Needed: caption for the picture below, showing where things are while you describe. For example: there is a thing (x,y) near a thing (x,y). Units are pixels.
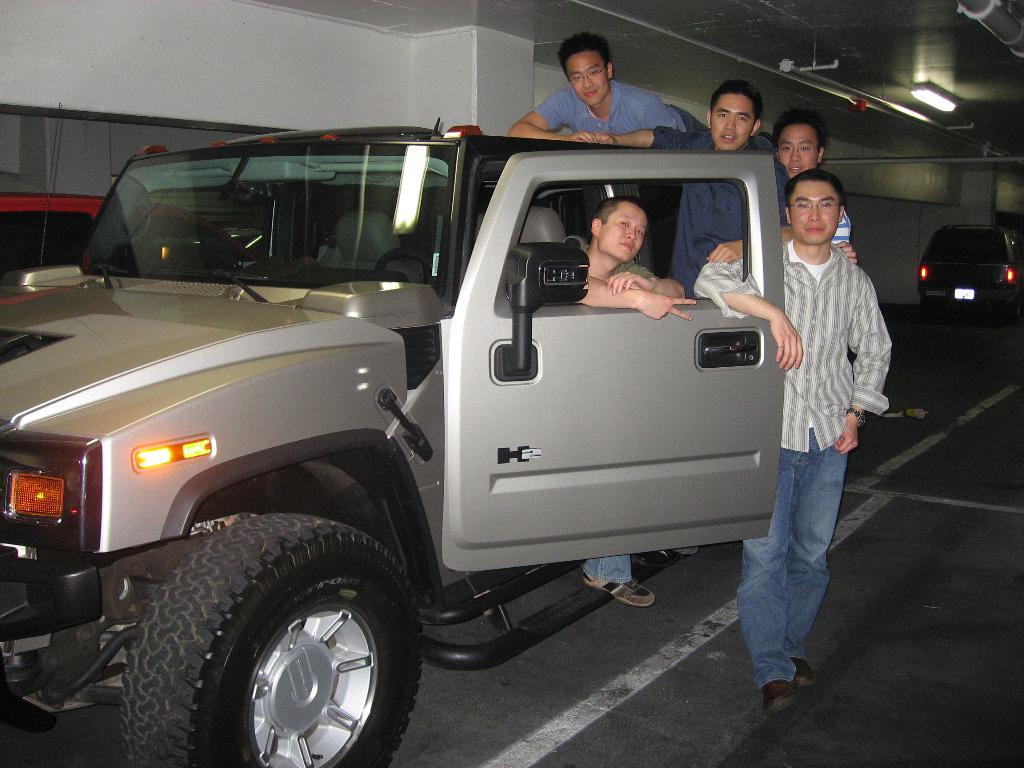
In the picture i can see a car (238,326) near which there are some persons (595,291) standing outside the car (746,369) and in the background of the picture (989,284) there is another car (978,290), top of the picture (943,103) there is roof (939,42), there are some lights (943,103).
